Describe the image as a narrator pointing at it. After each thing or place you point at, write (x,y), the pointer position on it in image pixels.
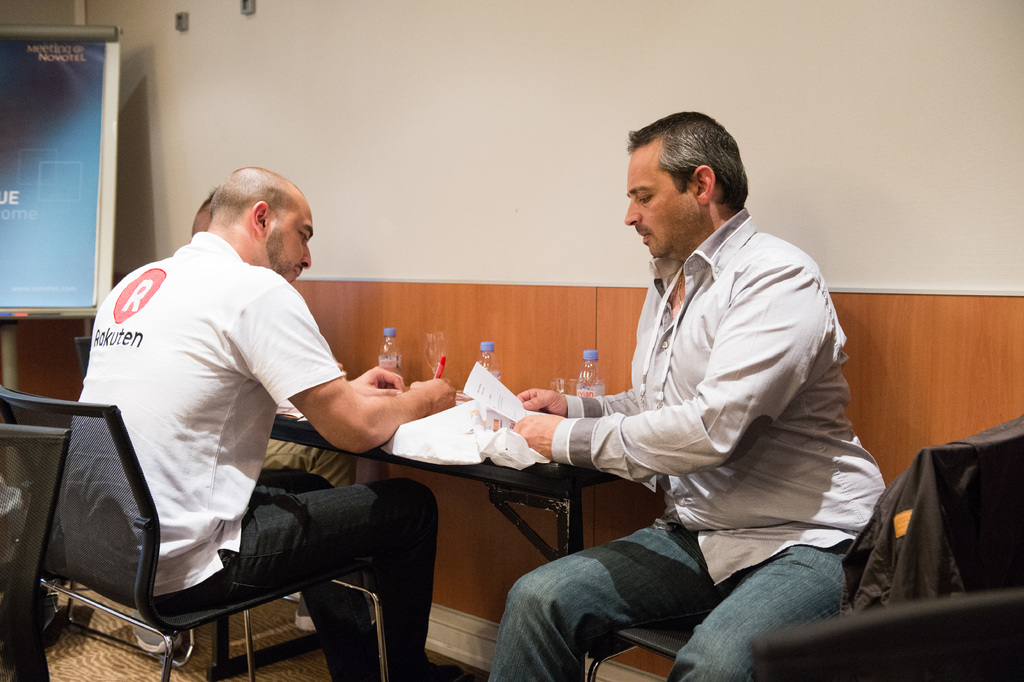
This image is clicked in a room (496,294). There are chairs (815,662), table (365,457), board (38,40) and people (721,327) in this image. People (693,326) are sitting on chairs (888,617) around the table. Table (497,475) have water bottles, papers (502,421) on that. And that board (68,144) consists of some papers (56,204).
